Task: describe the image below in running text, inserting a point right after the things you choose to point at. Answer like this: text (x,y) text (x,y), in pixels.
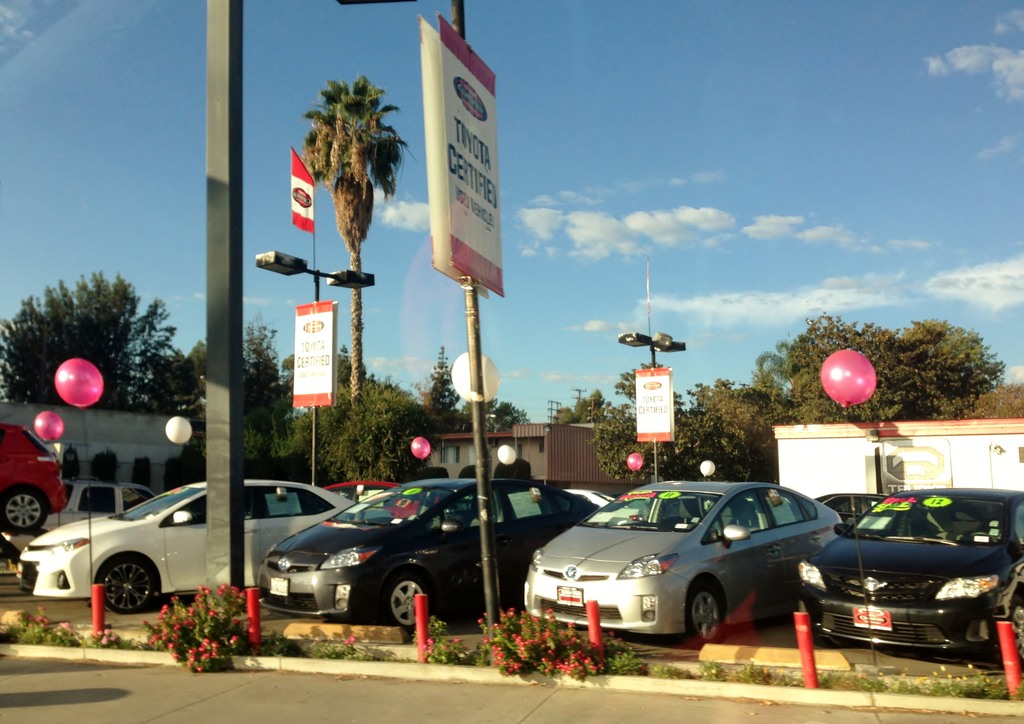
Here in this picture we can see number of cars (202,529) present on the ground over there and we can see balloons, hoardings (462,212), light posts (474,329) present here and there and behind that we can see some stores (162,422) present and we can also see plants (283,643) and trees (249,395) present all over there and in the middle (478,480) we can see flag post (313,233) and we can also see clouds (588,225) in the sky (503,225).
